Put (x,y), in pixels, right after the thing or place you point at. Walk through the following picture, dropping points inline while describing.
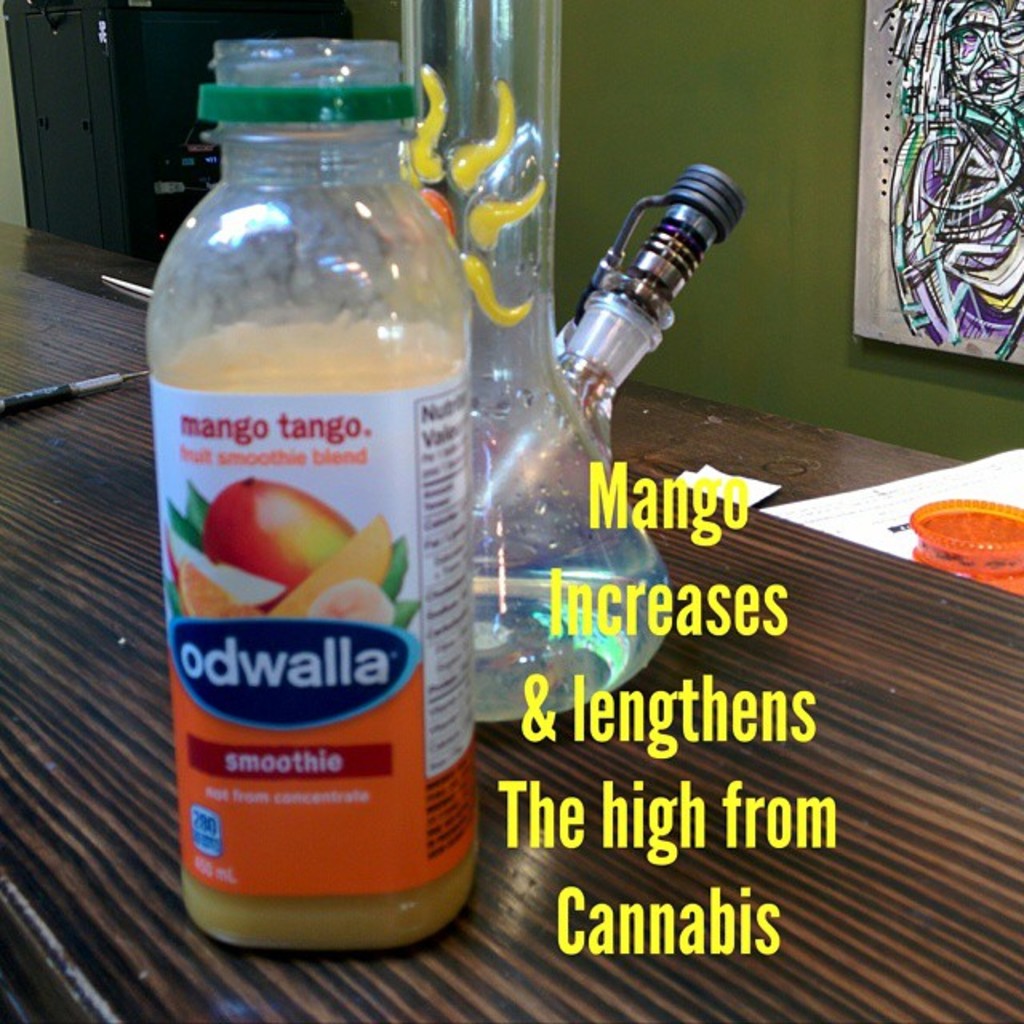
In this image there is a bottle (435,226) in table (887,733) and in background (976,28) there is a frame (928,83) attached to wall (803,298).
